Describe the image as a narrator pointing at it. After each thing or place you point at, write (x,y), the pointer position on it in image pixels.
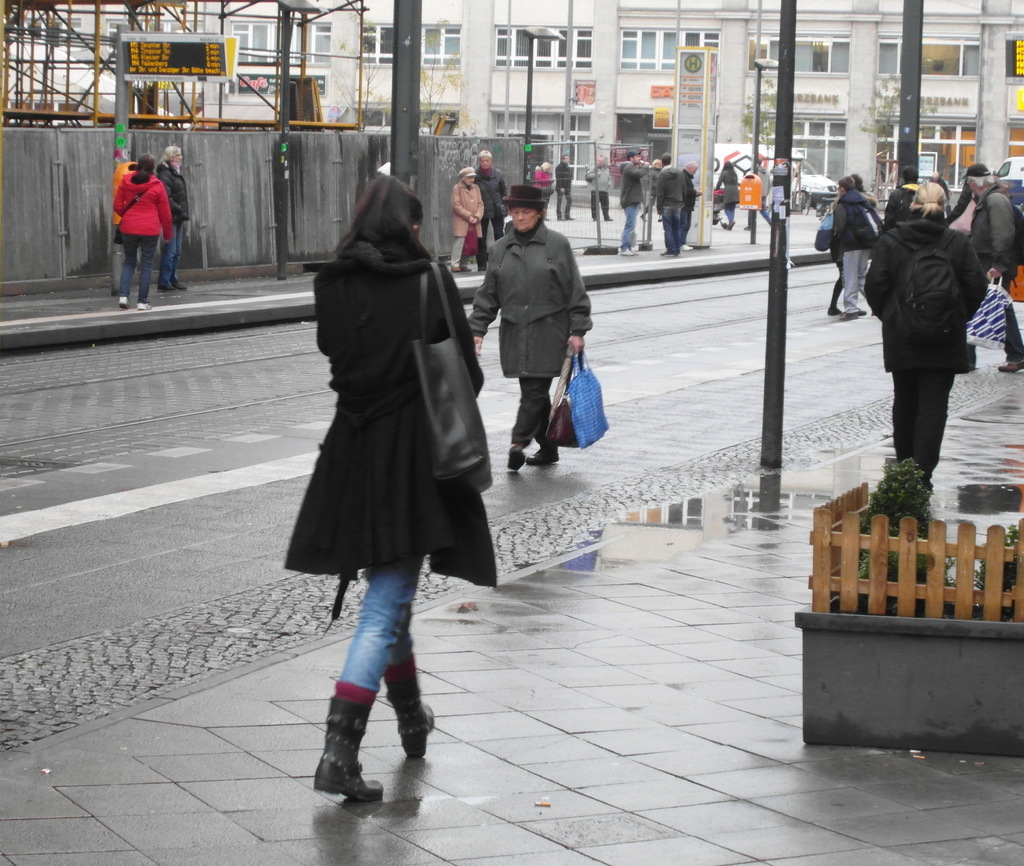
In this image we can see these people (905,243) walking on the sidewalk (597,682). Here we can see the wooden fence (905,552), plants (908,492), poles (904,137), boards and the buildings (813,54) in the background (829,54).
